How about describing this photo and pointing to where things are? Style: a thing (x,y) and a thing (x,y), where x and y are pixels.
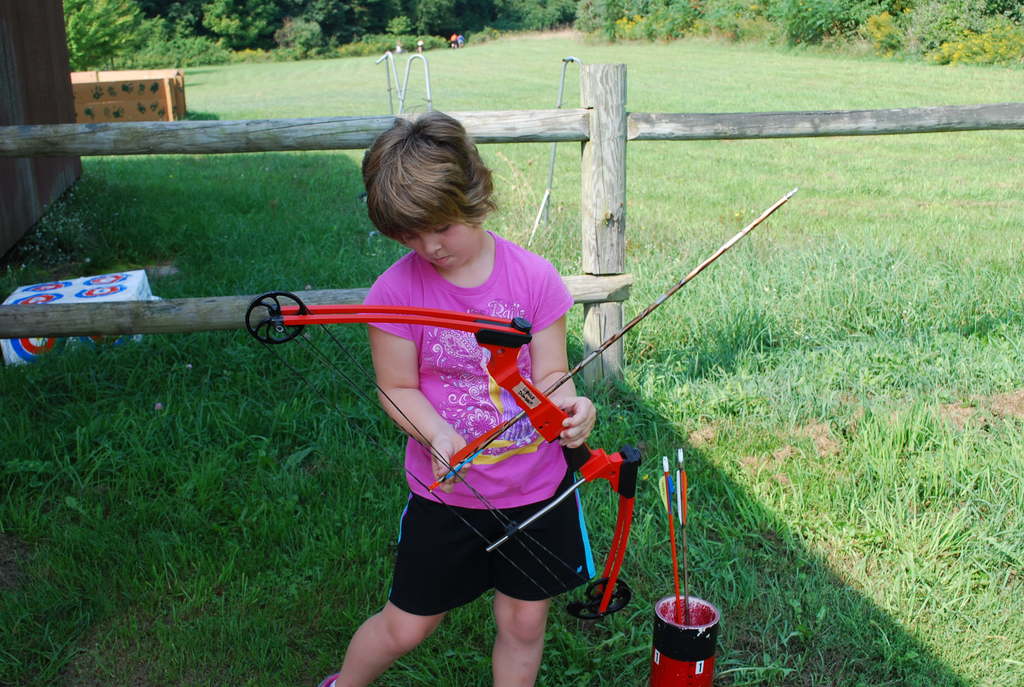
In this image I can see the person (423,305) standing and holding the bow (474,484) and arrow (498,433) and the person (509,458) is wearing pink and black color dress (452,553). In the background (41,53) I can see the wooden fencing (607,206), trees (140,64) in green color and few objects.
